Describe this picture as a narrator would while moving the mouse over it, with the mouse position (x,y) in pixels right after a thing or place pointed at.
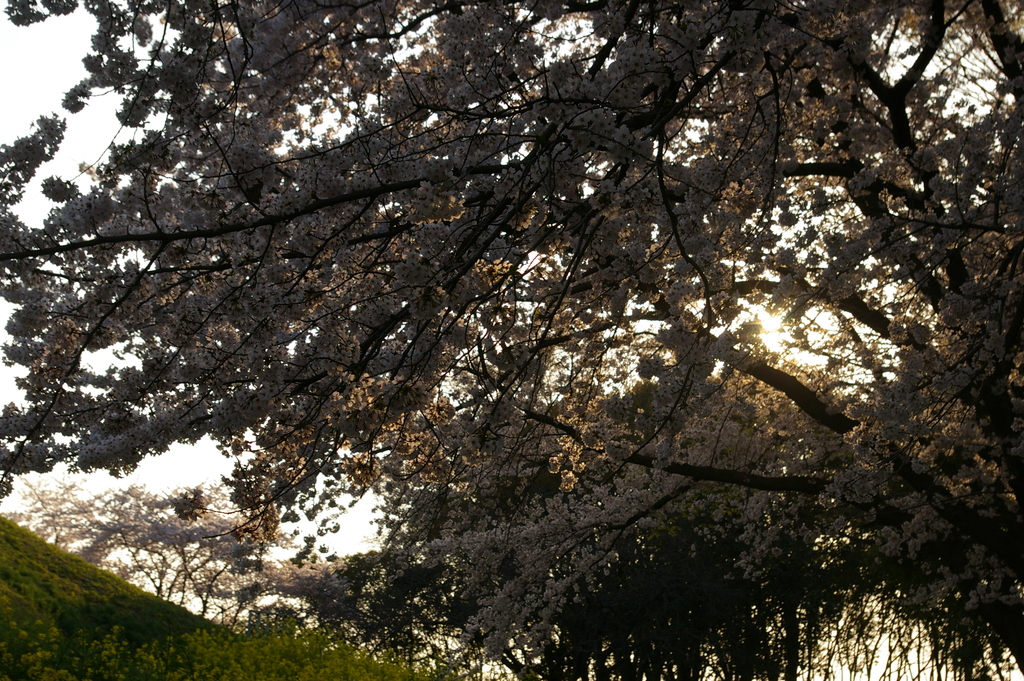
In this image we can see trees (371,167), flowers (444,148), sky (223,470), hill (172,619) and plants (203,652).
